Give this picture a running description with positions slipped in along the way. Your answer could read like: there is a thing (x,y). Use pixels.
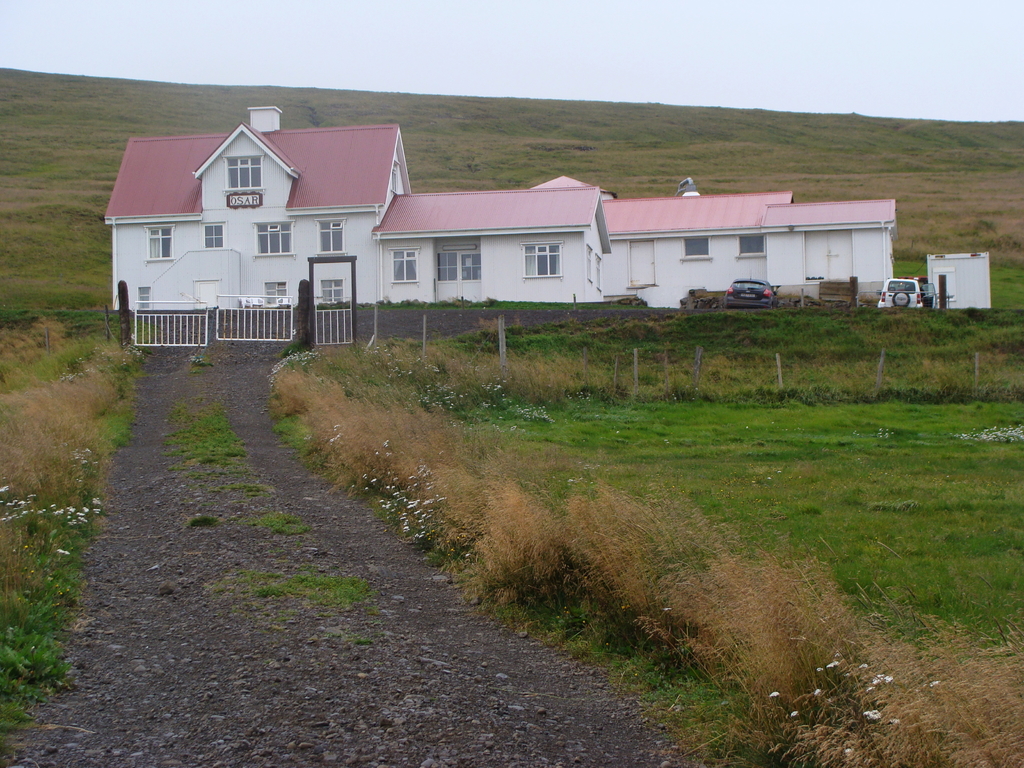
In the foreground of the picture (513,375) there are shrubs (54,516), plants (433,537), grass (506,532), flowers (84,457), stones (270,596) and path (192,473). In the center of the picture (679,300) there are cars (739,295), gates (275,296) and house (491,249). In the background (453,114) it is hill (446,122) covered with grass (508,108). At the top (421,36) it is sky (537,50).
